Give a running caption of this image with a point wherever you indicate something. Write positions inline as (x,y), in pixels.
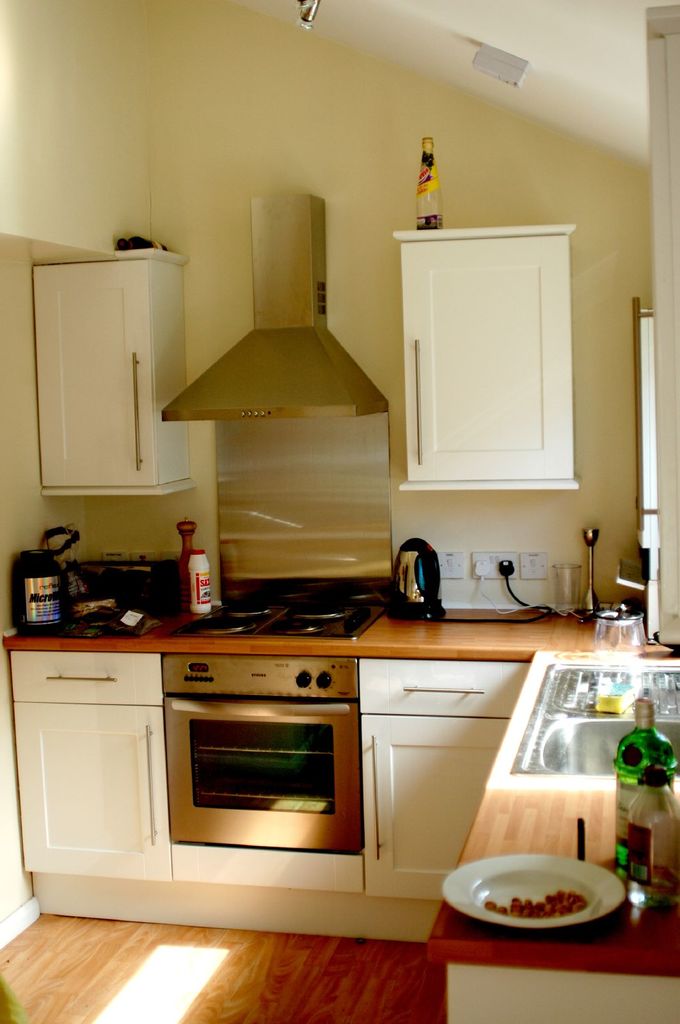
In this image there is sink (573,694) towards the right of the image (618,698), there is a stove (299,622), there are objects (56,608) on the wooden surface (534,626), there are bottles (648,794), there is a plate (605,892), there is food (537,903) in the plate (485,893), there are wires (500,601), there is a wooden floor (208,980) towards the bottom of the image (197,980), there are cupboards (143,705), there is the wall (399,188), there are objects (308,390) on the wall (250,246), there is the roof (475,50) towards the top of the image (482,36), there are object (507,67) on the roof (500,90).
